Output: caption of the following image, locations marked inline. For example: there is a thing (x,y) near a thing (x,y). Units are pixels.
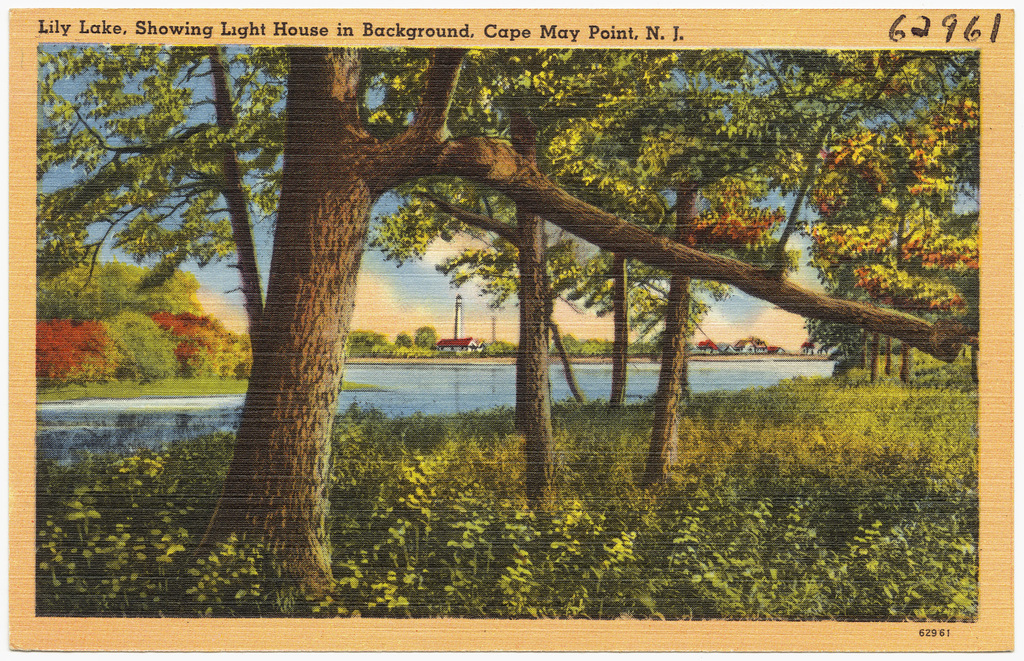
In this image, we can see trees (311,360) and at the bottom (521,545), there is water (491,393) and ground (657,509) covered with plants (520,532).
